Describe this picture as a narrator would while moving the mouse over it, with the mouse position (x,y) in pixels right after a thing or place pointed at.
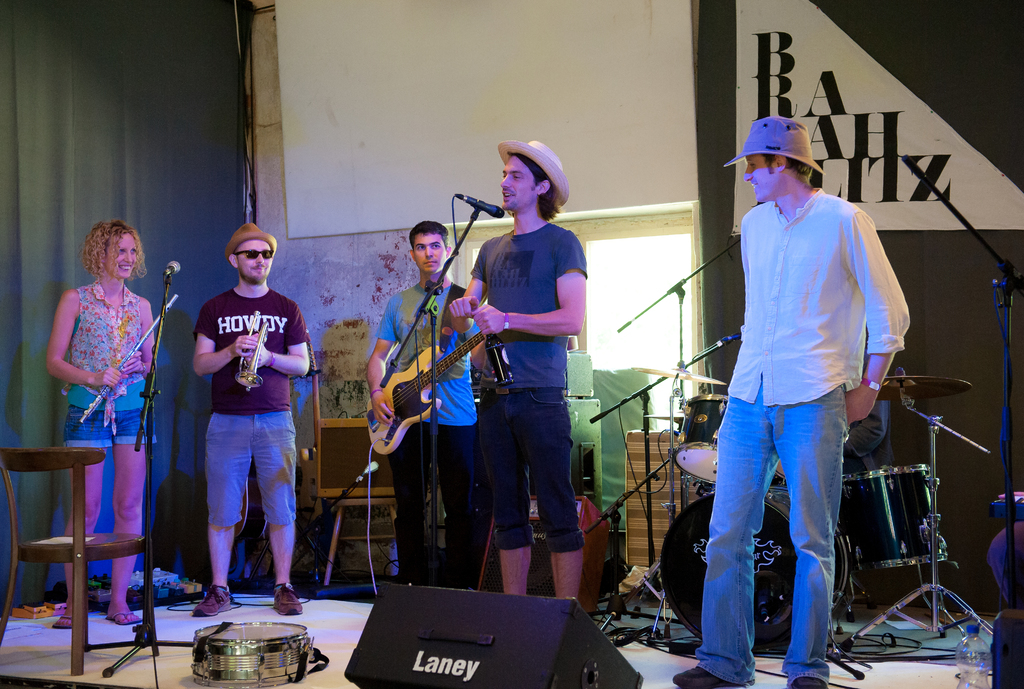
In this picture there is a man (515,299) who is holding a bottle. There is another man (412,431) who is playing guitar (394,427). There is a person (254,400) who is holding trumpet (240,376). There is a woman (127,335) holding a flute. At the background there are musical instruments (880,513).
